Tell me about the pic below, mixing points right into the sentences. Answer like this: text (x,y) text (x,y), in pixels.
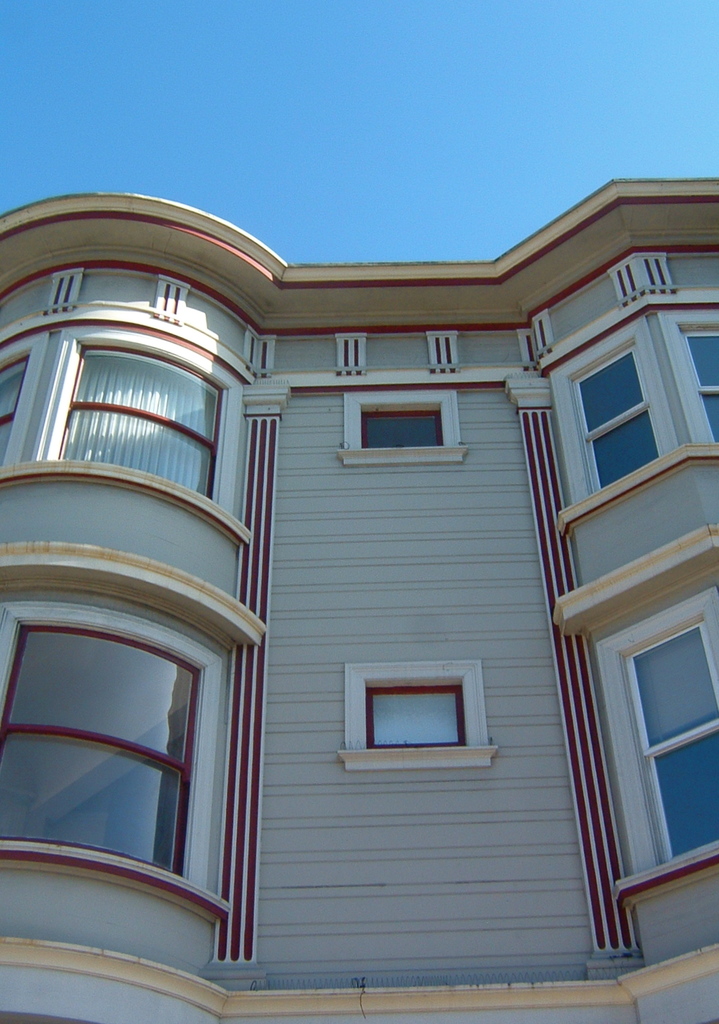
In this image I can see a building (407,697). On the building (415,697) I can see red color designs (416,389). In the background (437,36) I can see the sky (437,36).
